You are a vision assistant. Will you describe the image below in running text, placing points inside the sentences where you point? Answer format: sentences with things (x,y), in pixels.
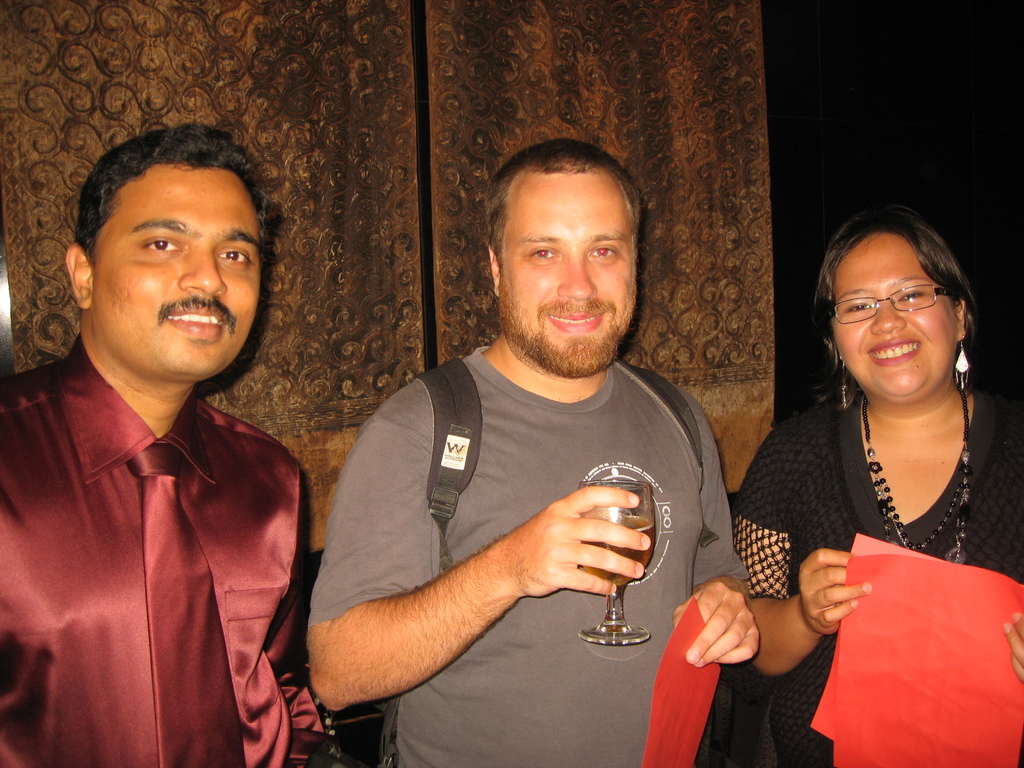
In this picture we can see three persons (561,306) smiling and the middle person (546,232) holding glass (619,485) in his hand (579,502) and some paper (699,679) on other hand (727,644) and on right side (951,362) woman (958,435) also holding paper (858,672), left side person (233,495) wore tie (152,547) and in the background (321,64) we can see wall (358,133).
